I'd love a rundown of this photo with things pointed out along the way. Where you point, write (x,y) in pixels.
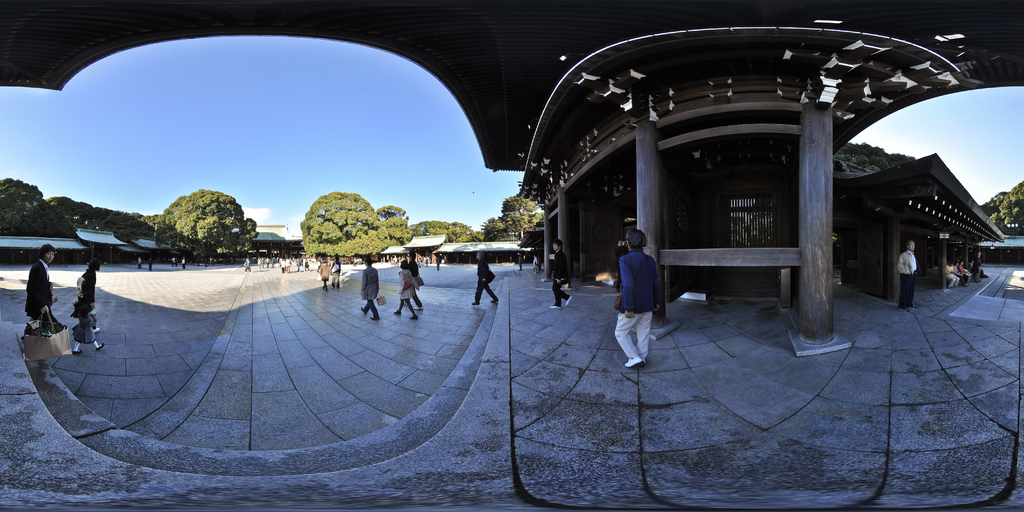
In this image there is the sky (285,124), there are trees (326,224), there are buildings (417,244), there are group of persons (288,265) walking, there are persons (80,316) holding an object (38,334), there are group of persons (968,280) sitting, there are two men (904,278) standing towards the right of the image (907,297), there are pillars (806,128), there is the roof (507,35) towards the top of the image (498,40).
